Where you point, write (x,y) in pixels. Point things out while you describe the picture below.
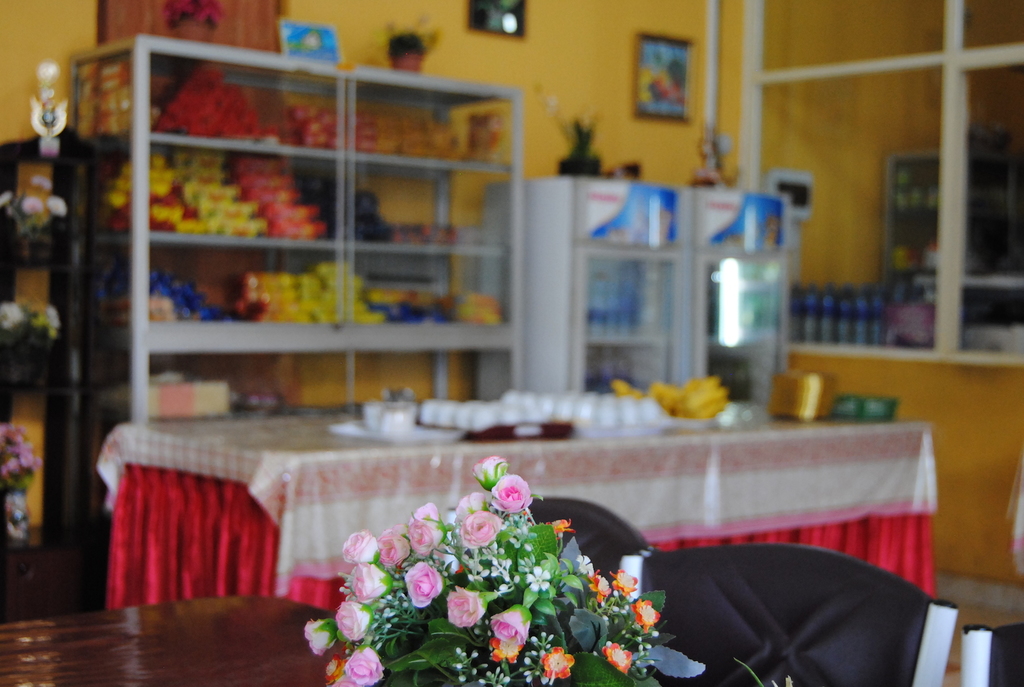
In this image there are some flowers (549,553) at bottom of this image (537,580) and there is a table (379,517) in middle of this image (665,446) and there are some objects (542,435) kept on it. There are some objects (205,221) are kept in some shelves (479,235) as we can see in top of this image (405,205) and there is a wall (608,96) in the background (610,133). There is a window glass (922,206) at right side of this image (905,257).
